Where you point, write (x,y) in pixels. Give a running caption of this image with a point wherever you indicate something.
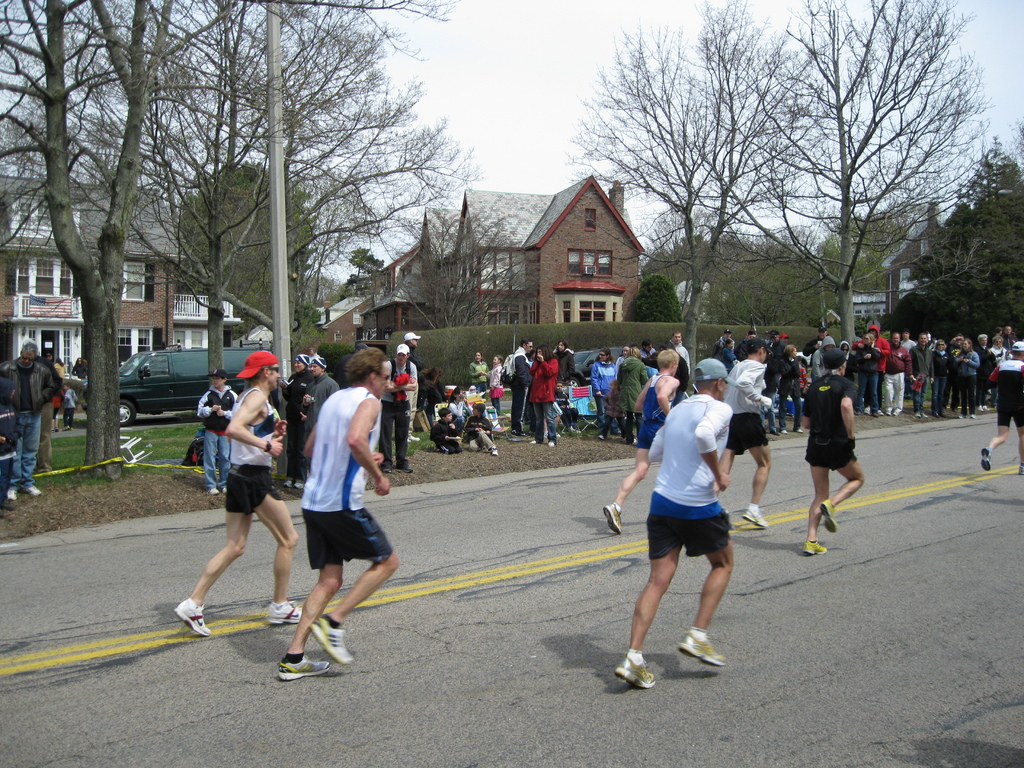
There is a group of persons (321,621) running on a road (308,592) at the bottom of this image (336,562) and there are some persons (533,393) standing in the background (404,431). There are some trees (456,316) and buildings (574,307) present in the middle of this image (406,307), and there is a vehicle (169,365) on the left side of this image (121,369). There is a sky (502,137) at the top of this image (522,114).
